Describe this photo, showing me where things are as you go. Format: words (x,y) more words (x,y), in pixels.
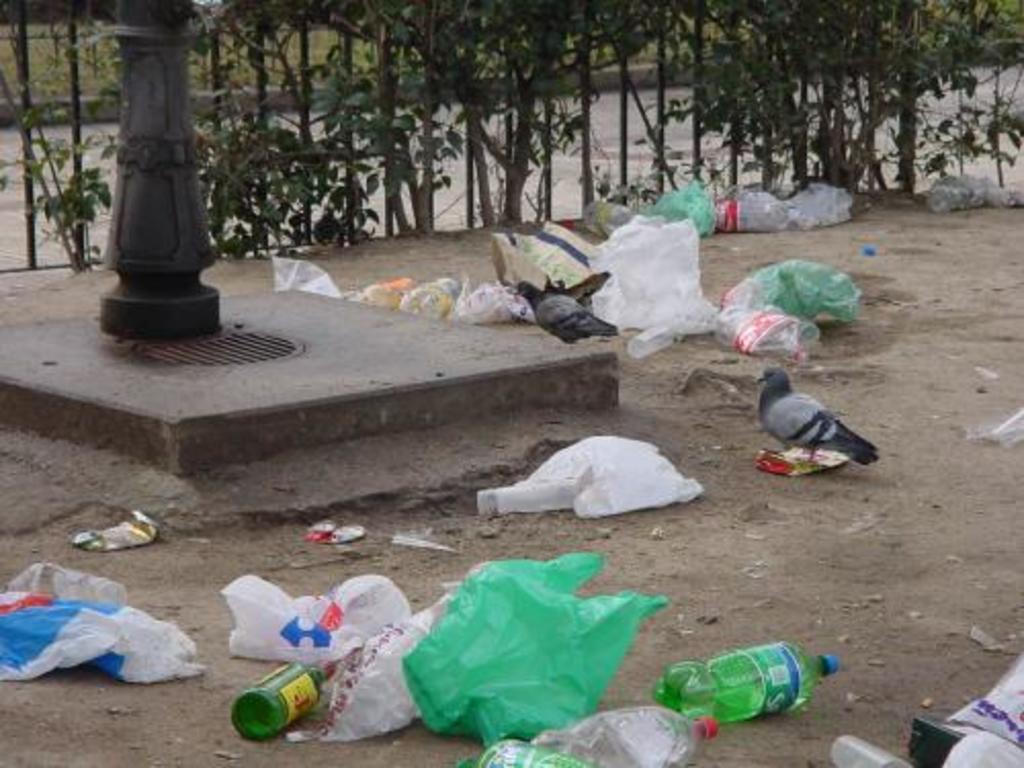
In this image we can see birds (578,332), plastic covers (565,493), bottles (676,710) and few objects (86,544) on the ground (874,476), there is a pillar (197,322), few trees (545,125), road (606,154) and grass (62,56) in the background (681,60).
